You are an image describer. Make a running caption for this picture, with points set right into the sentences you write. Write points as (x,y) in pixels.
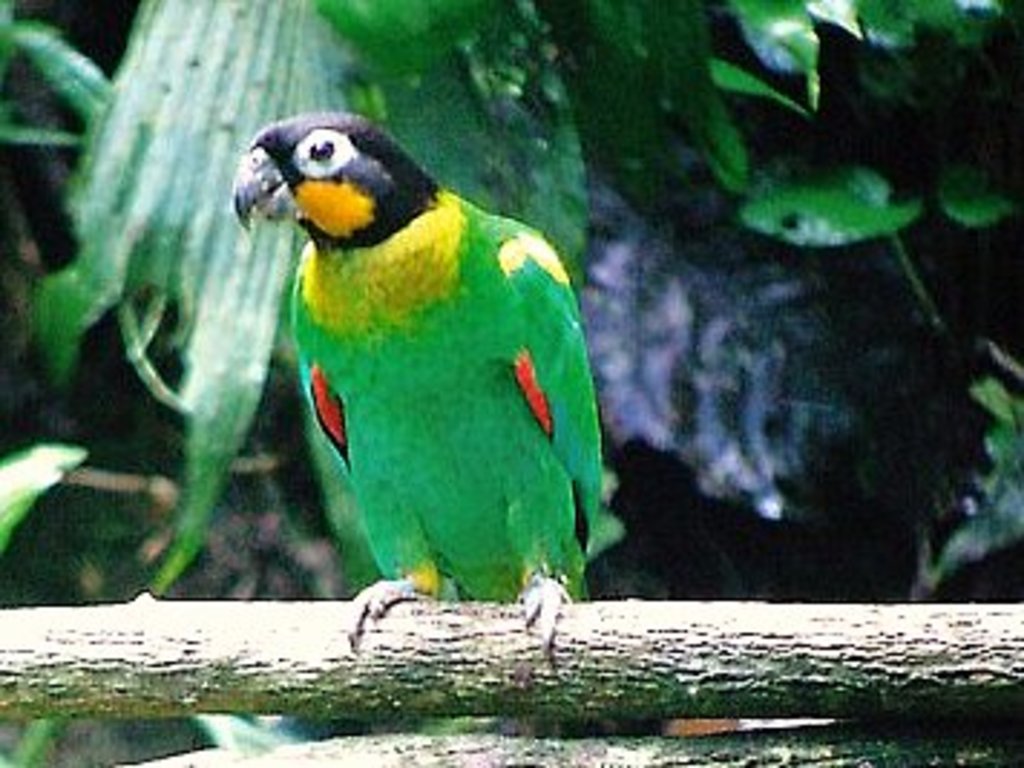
We can see parrot (380,321) on a branch (465,649). In the background (64,282) we can see green leaves (115,128).
